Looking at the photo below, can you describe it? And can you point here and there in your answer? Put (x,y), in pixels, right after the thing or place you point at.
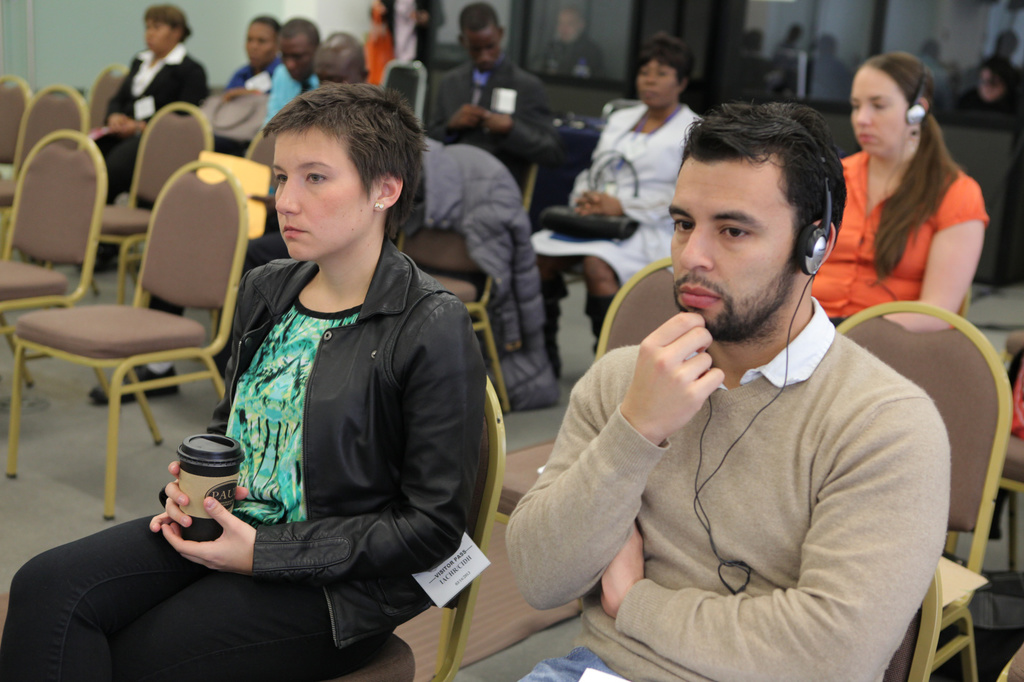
In this image there are people (337,314) sitting on the chairs (143,292). The man (713,444) to the right (739,476) is wearing a headset (807,269). The woman (880,192) behind him is also wearing a headset (918,112). To the left (334,431) there is a woman (342,377) sitting on the chair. She is holding a cup (198,487) in her hand (186,520). In the top (92,17) there is a wall (70,31). In the top right (745,27) there are glass windows (781,22).
